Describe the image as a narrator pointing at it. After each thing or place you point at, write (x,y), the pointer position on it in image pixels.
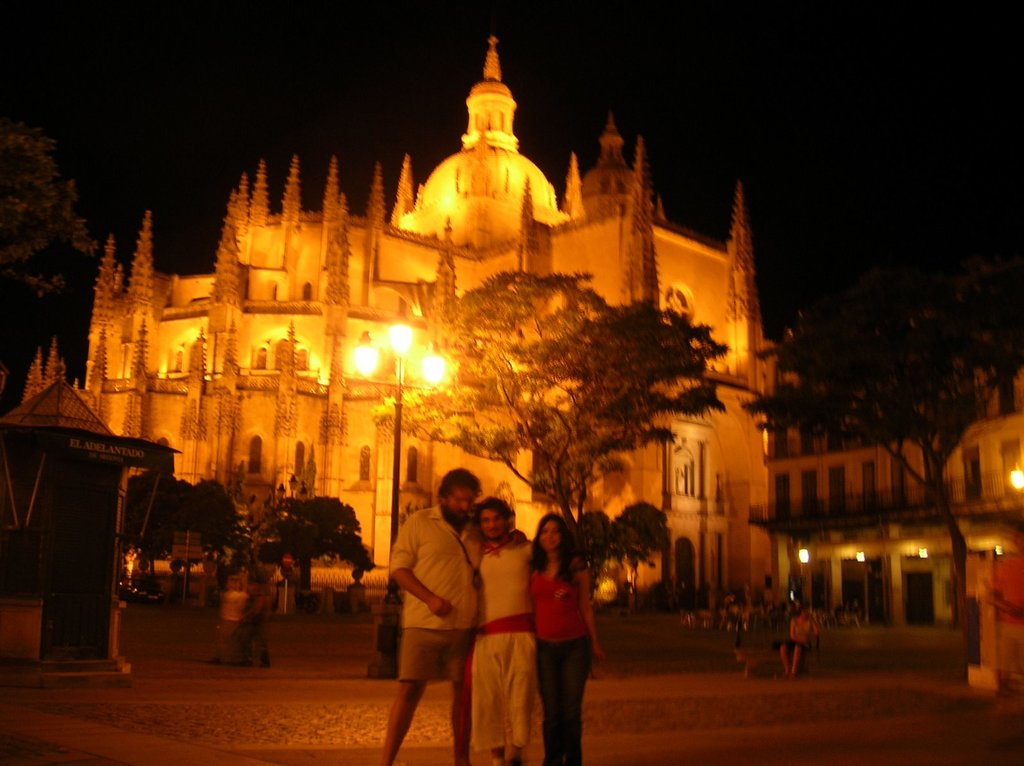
In this image we can see a few people (451,668), there are lights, trees (516,429), buildings (615,286), also we can see the background (874,215) is dark.
